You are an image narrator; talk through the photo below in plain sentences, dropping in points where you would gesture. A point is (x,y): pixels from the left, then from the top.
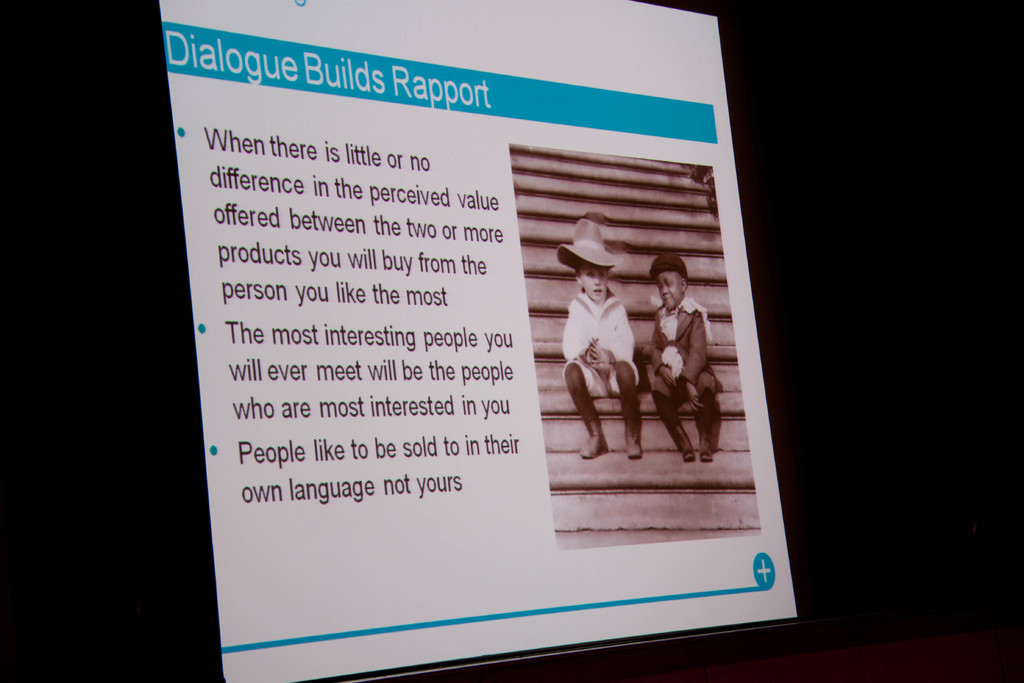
The image is captured from device and some information (270,291) written beside the picture of two kids (657,332) they are sitting on the steps (617,400).
